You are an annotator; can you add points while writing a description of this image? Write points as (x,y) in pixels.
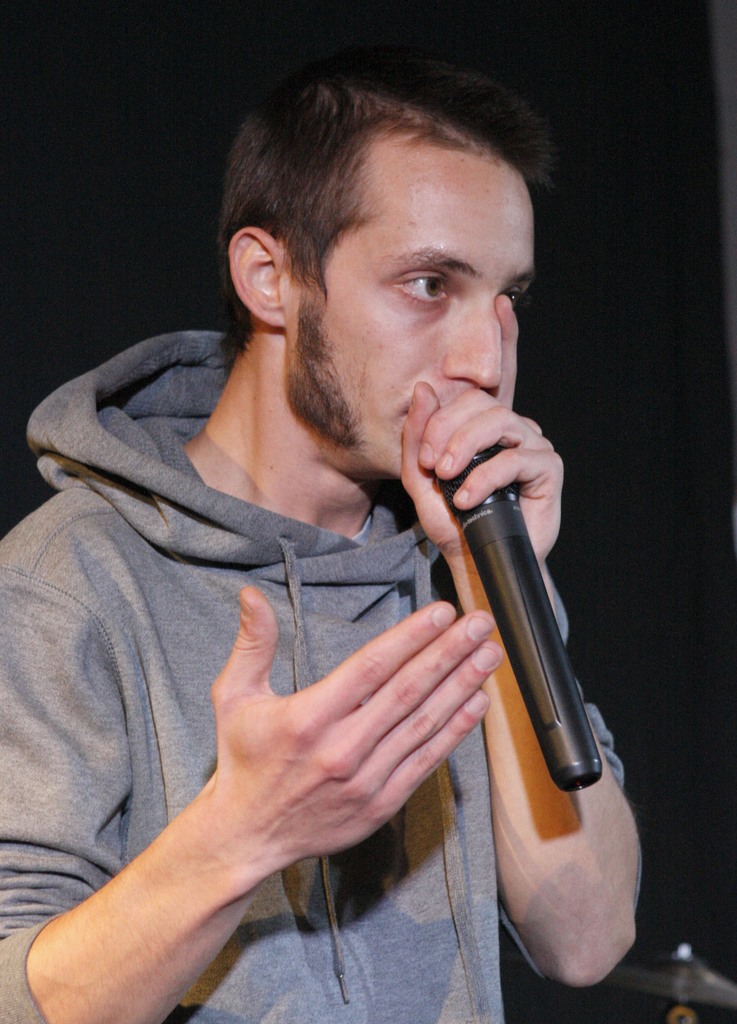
In the image we can see a man (340,892) wearing clothes (183,719) and he is holding a microphone (534,656) in his hand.
